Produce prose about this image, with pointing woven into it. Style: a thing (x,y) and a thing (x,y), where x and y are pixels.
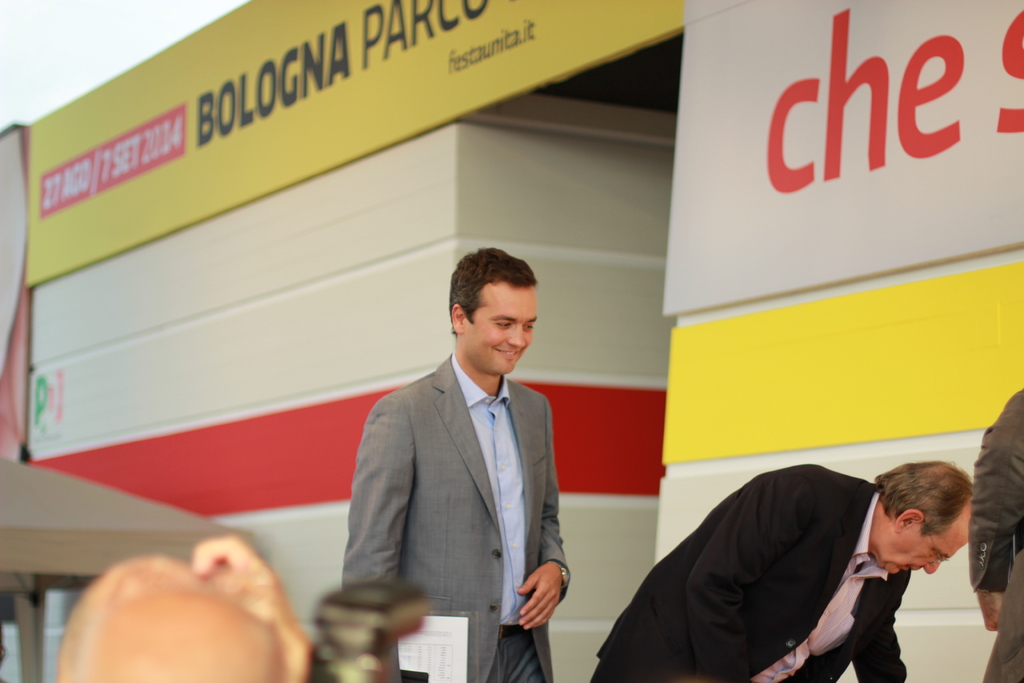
In this image I can see two men (468,476) and I can see both of them are wearing formal dress (527,476). I can see smile on his face (520,343) and in the background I can see something is written at few places.
